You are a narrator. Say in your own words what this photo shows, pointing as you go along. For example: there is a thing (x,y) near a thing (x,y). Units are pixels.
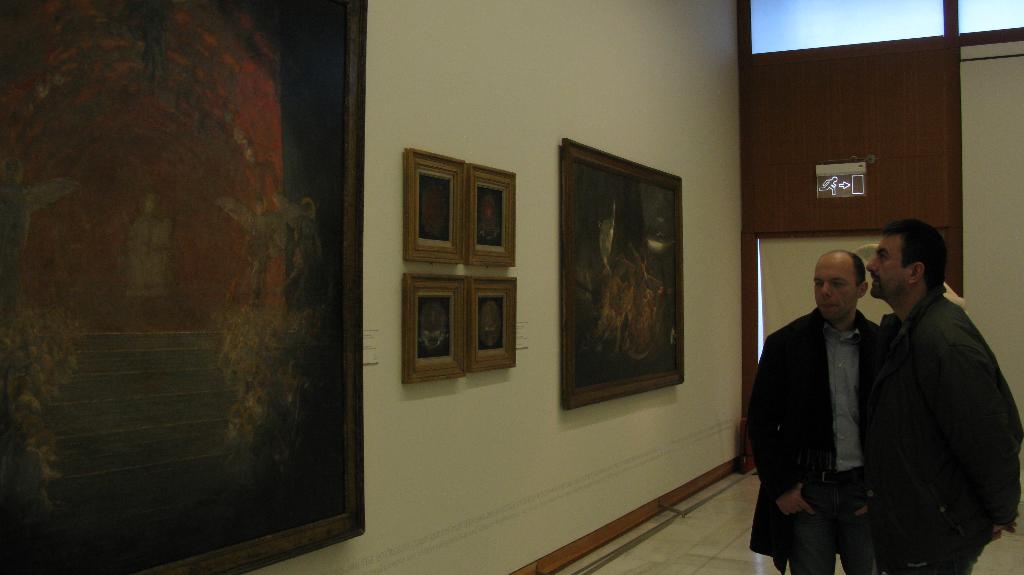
Pictures (623,250) are on the wall (526,11). This is a signboard (850,195). Here we can see people (794,387).
